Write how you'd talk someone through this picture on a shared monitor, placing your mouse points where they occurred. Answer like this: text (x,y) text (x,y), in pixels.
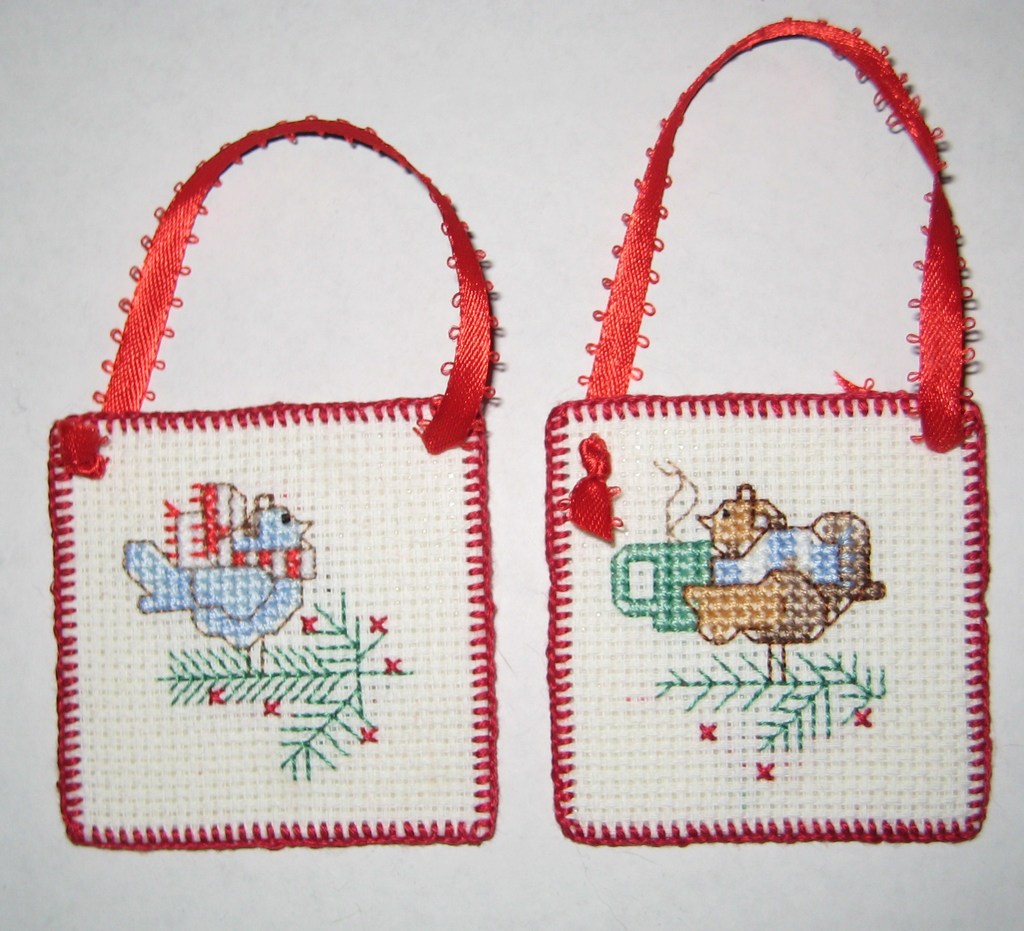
Here we can see a couple of bags (384,478) placed.
